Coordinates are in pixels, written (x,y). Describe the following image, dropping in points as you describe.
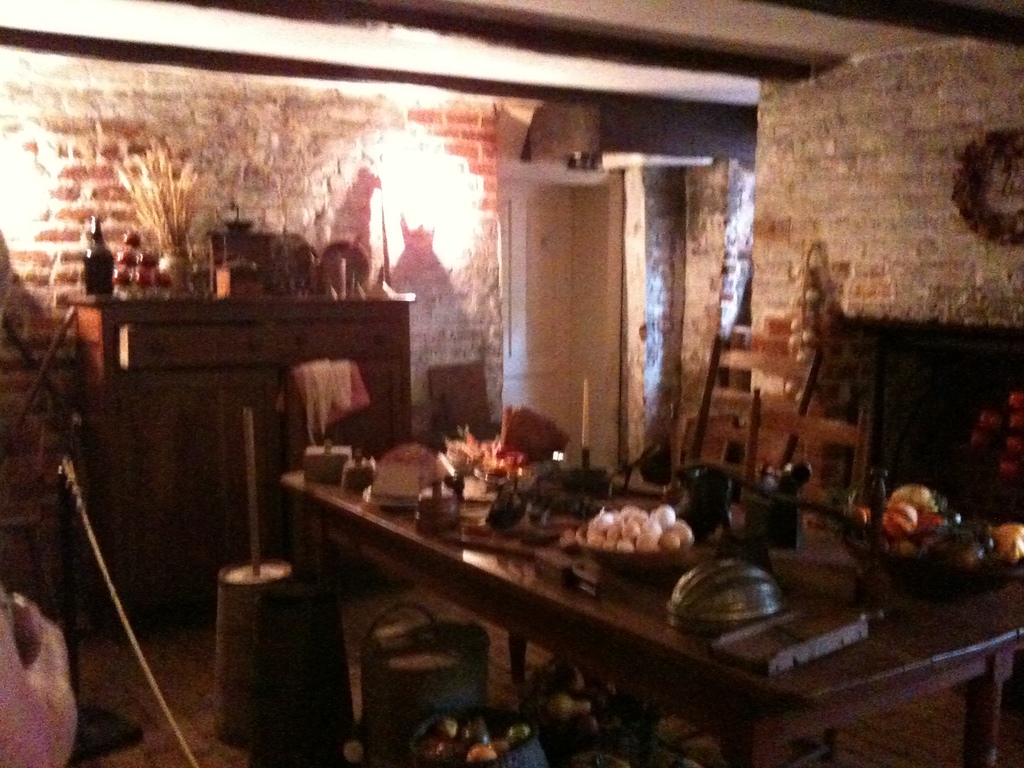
In this image I can see a table (781,710) and on it I can see few stuffs (517,484). I can also see a bottle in background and I can see this image is little bit in dark.
